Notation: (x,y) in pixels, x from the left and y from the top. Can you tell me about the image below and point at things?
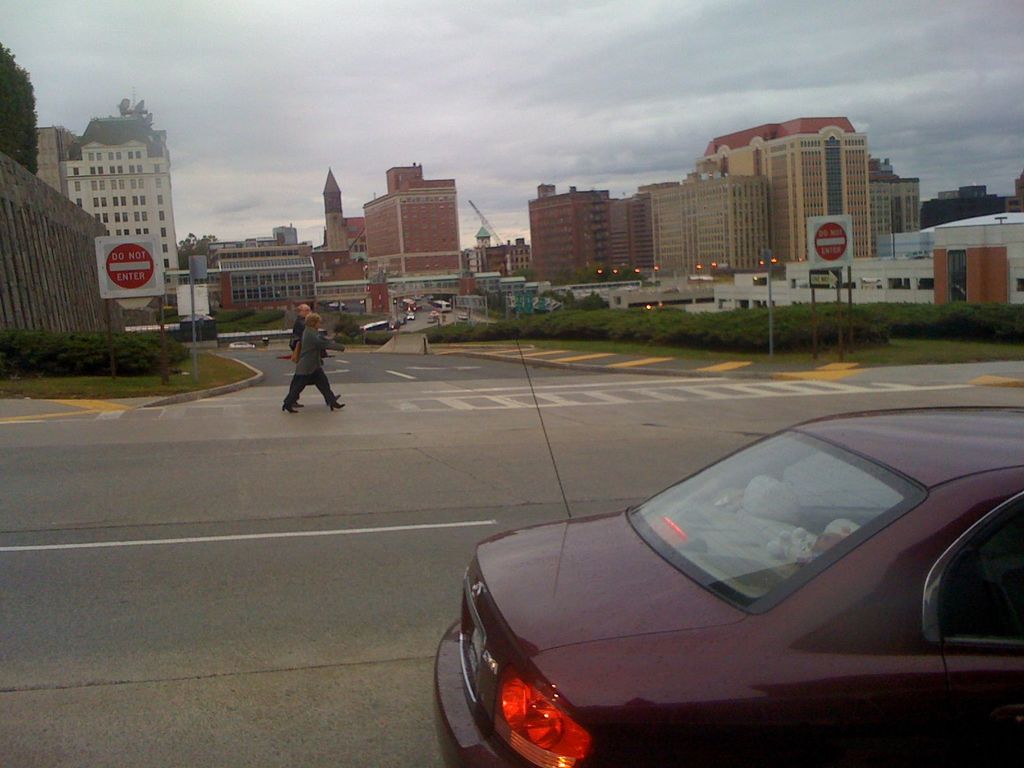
In this image there is the sky (455,48), there are buildings (844,172), there are buildings (782,289) truncated towards the right of the image (988,233), there is a tree (21,121) truncated towards the left of the image (24,76), there are plants (638,317), there is grass (974,346), there are poles (771,302), there are boards (820,246), there is text (130,268) on the boards (127,265), there is road (398,469), there are two persons (304,355) walking on the road (306,398), there are vehicles (407,309) on the road (415,322), there is a car (692,598) truncated towards the right of the image (799,586).
